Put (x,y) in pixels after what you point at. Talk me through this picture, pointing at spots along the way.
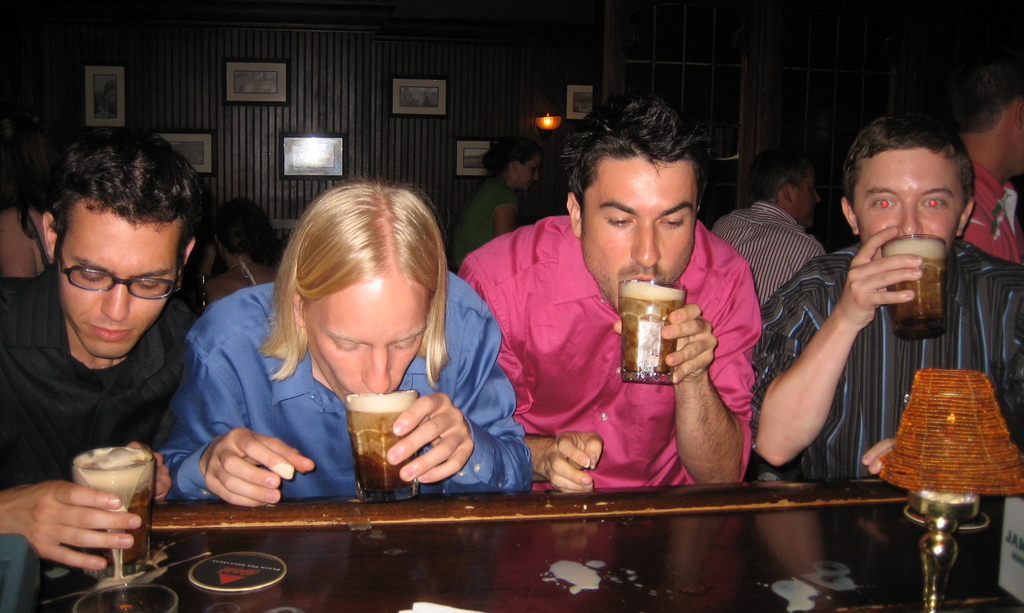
There is a group of people (409,449). They are holding a glass (370,439) and they are drinking a drink (380,448). We can see the background (255,110) there is a wall (273,130) and photo frame (480,145).
